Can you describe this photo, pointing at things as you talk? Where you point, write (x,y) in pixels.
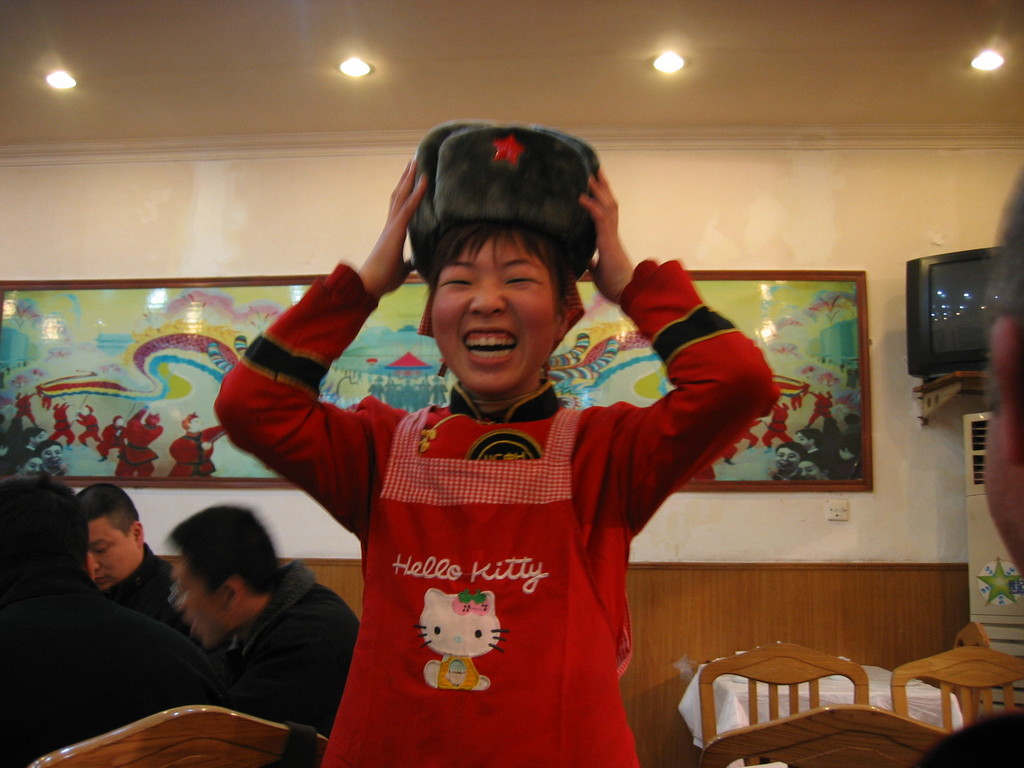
Here we can see a woman (493,322) is standing and smiling, and wearing the head wear (500,212), and at back (74,527) a group of people (61,541) are sitting, and here is the wall (248,223) and photo frame (224,291) on it, and here are the lights (68,77).
